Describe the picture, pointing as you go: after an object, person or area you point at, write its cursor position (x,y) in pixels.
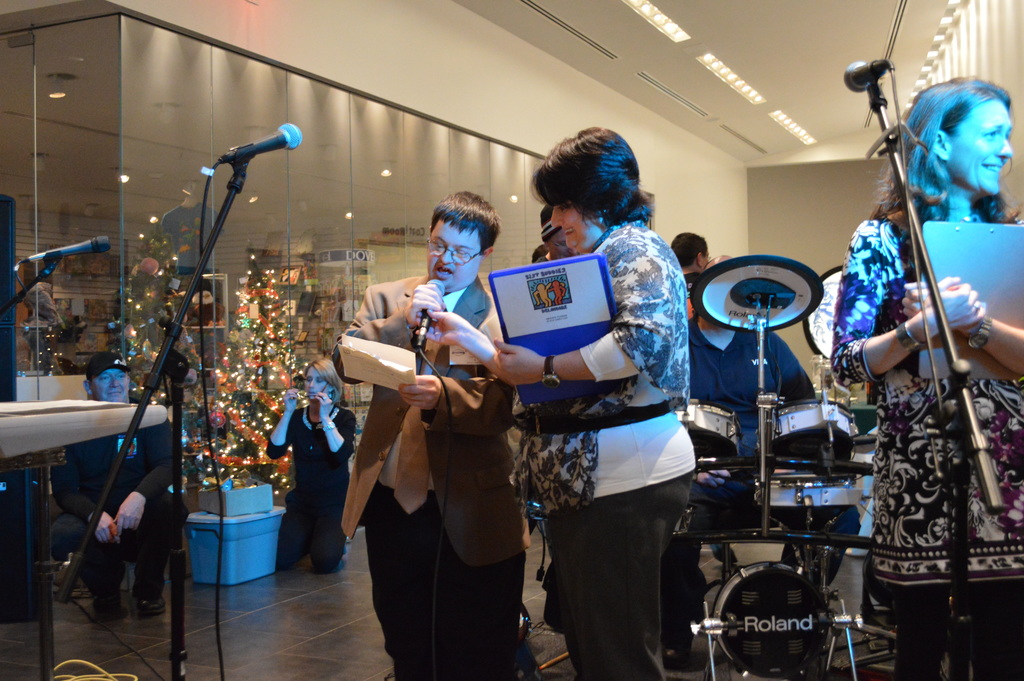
In this image there is a man (477,372) and a woman (516,379) holding mike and papers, in the background (742,382) there is a person (742,416) sitting on a chair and there are musical instruments (726,426) few people (295,534) are sitting on knees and few (858,303) are standing and there are mike's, behind them there are walls (835,167), at the top (804,91) there is a ceiling (755,45) and lights (711,62).
